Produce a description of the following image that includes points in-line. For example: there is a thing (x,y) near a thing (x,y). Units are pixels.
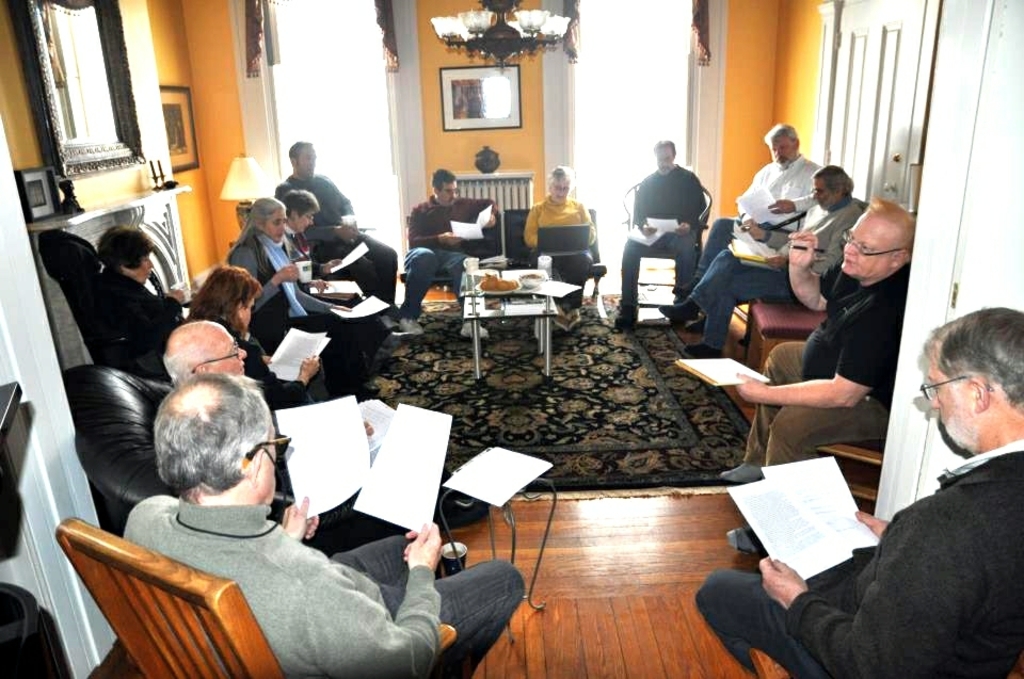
The picture is taken in a closed room (494,537) where number of people (246,381) are sitting on the chairs (109,499) and holding papers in their hands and in the middle (497,308) one table (484,309) is there on which some food (496,290), cups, glasses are kept and left corner (24,13) there is one fire place (163,271) and one mirror (124,157) placed on the wall (147,146) and photos (189,134) placed on the wall (211,152), there are two big windows (665,48) with curtains (388,46) on it and in the middle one photo (511,117) is on the wall (524,92) and one chandelier (509,22) is hanging from the roof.
